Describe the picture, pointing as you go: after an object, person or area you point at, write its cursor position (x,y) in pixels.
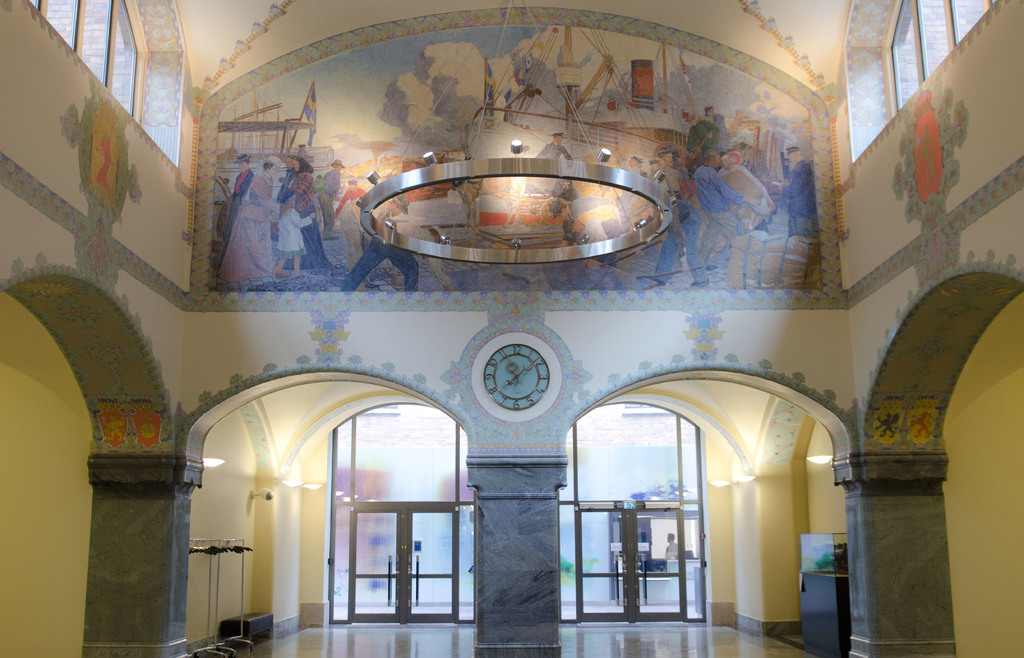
In this image I see the inside view of a building (414,485) and over here I see the art (395,137) and I see number of people (739,155), a boat (605,104), a flag (317,114) over here and I see another boat (274,152) over here and I see the lights (440,168) over here and I see that there is a clock (526,367) over here. In the background (287,609) I see the doors (386,614) and I see the wall (1008,387) and I see the windows (117,13) over here.
